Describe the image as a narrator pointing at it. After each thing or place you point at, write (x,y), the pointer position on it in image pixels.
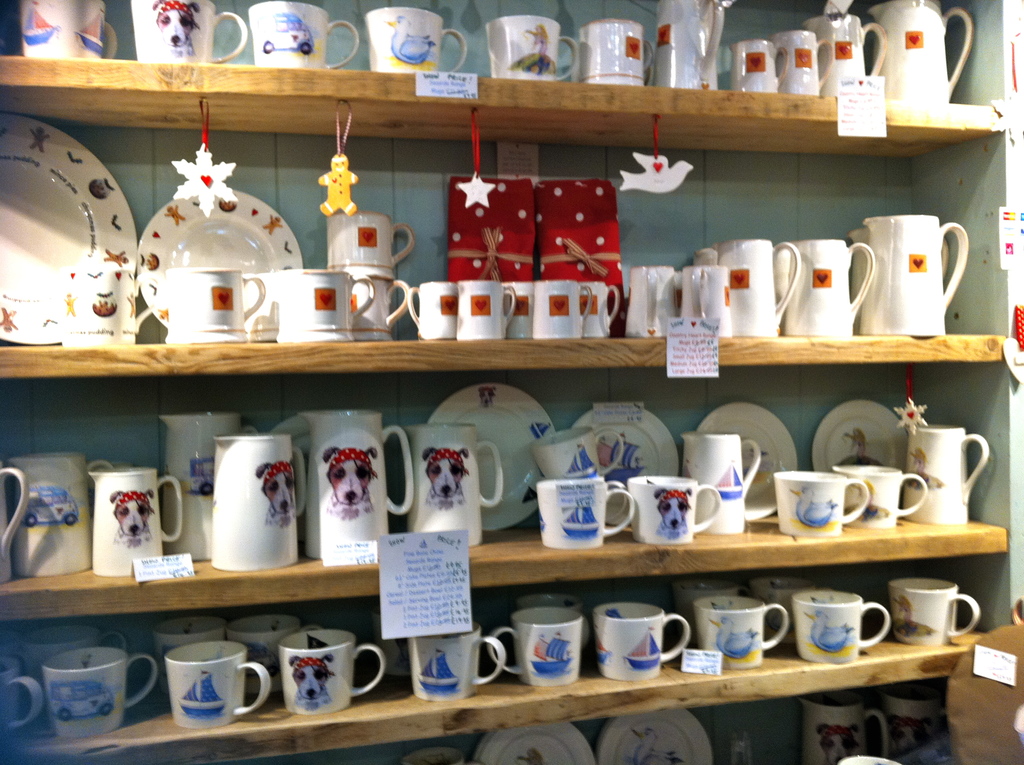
In this image I can see there are plates (251,266), cups (428,309) and jugs (714,460) and other things (699,378) on the shelves (818,361).
